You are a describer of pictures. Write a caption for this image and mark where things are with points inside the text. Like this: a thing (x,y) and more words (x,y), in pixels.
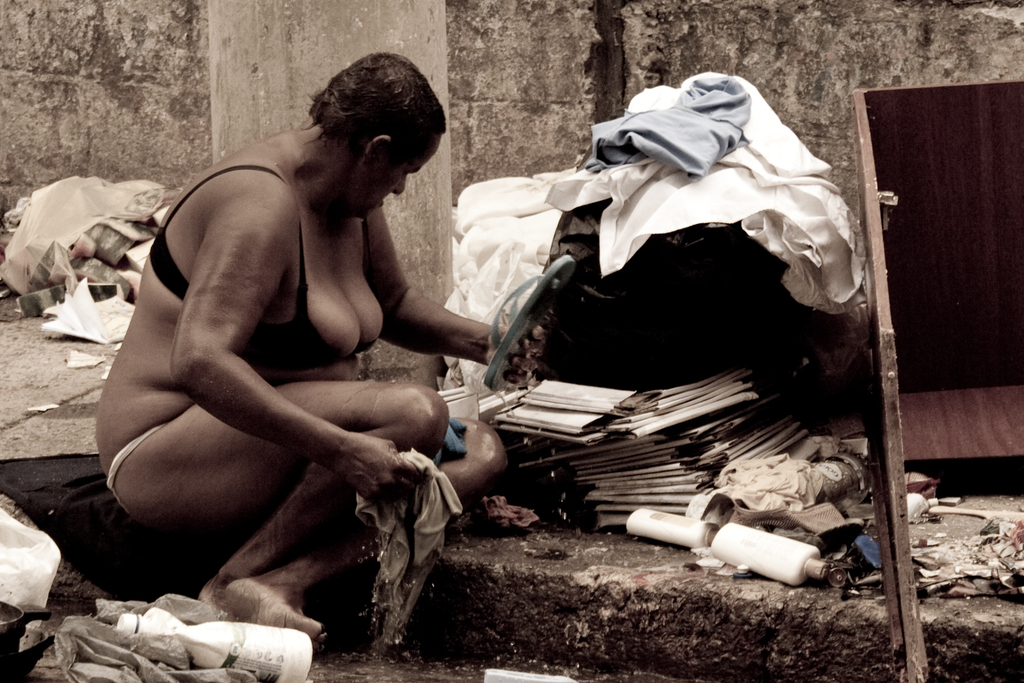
In this image I can see a woman (221,606) sitting on the left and at the bottom left hand corner (294,635) there is a bottle (293,677) and on the right side (882,329) there is a wooden board (935,141).
